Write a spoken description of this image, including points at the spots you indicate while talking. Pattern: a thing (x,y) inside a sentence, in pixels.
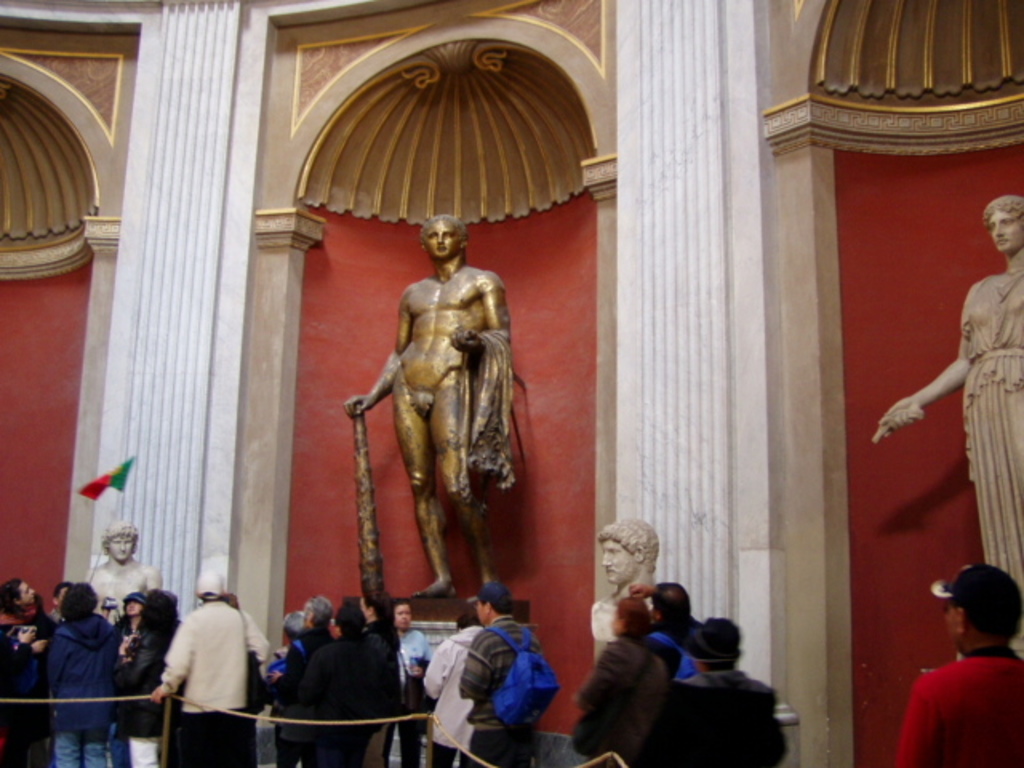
In this image I can see a crowd (503,591), rope (106,698) attached to the small pole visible at the bottom (708,617), in the middle (445,499) two sculptures (509,375) and wall (302,211), design (866,60) on the wall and in front of persons (72,594) I can see another two sculptures (104,585).
